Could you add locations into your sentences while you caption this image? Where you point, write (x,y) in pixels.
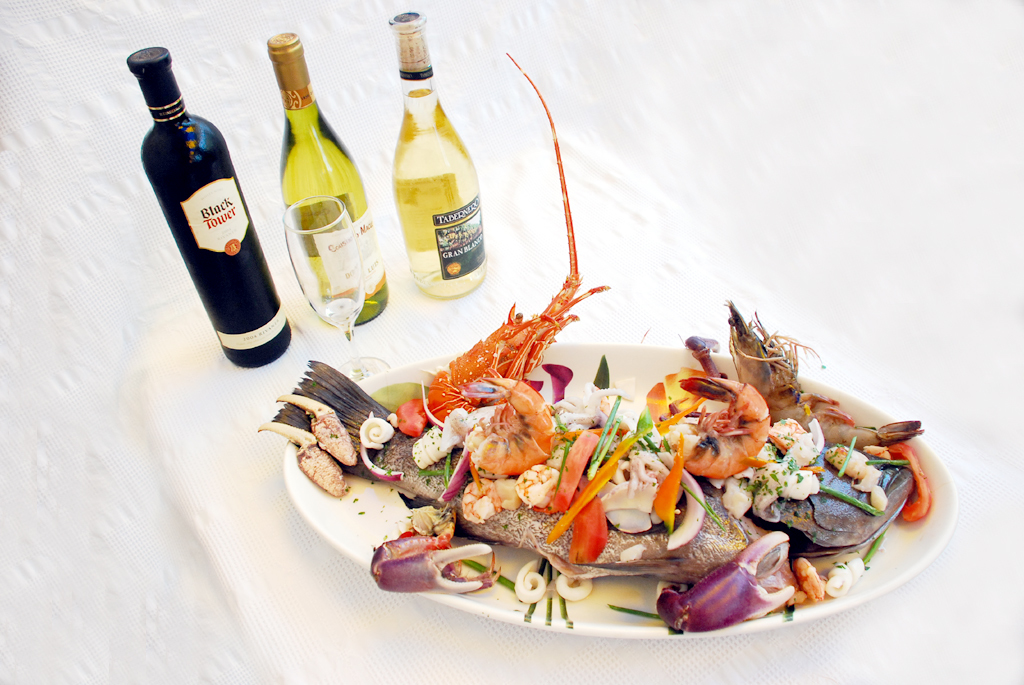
On table (58,144) there are 3 bottles (318,126), glass (335,275), plate (626,356) and food (687,470).
